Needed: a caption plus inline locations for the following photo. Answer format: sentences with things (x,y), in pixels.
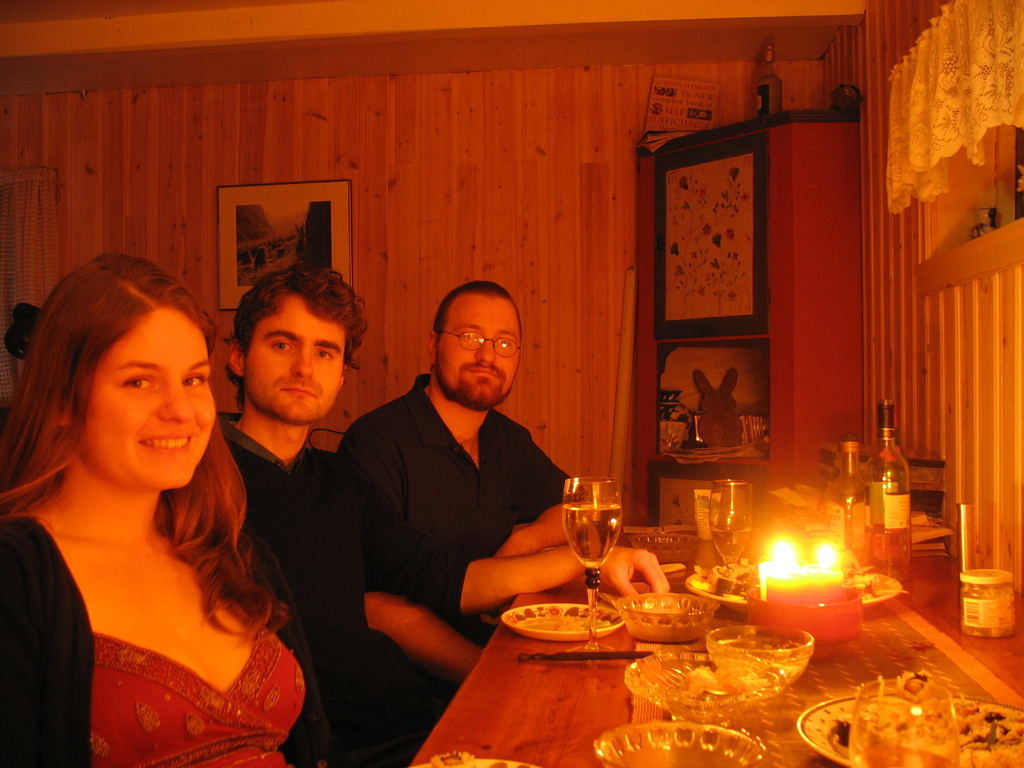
In this image there are three person (223,595) sitting on the chair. On the table (489,662) there is a plate (553,632), bowl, glass (595,513), candle (785,566) and a bottle (882,494). The frame (293,257) is attached to the wooden wall (518,216).
